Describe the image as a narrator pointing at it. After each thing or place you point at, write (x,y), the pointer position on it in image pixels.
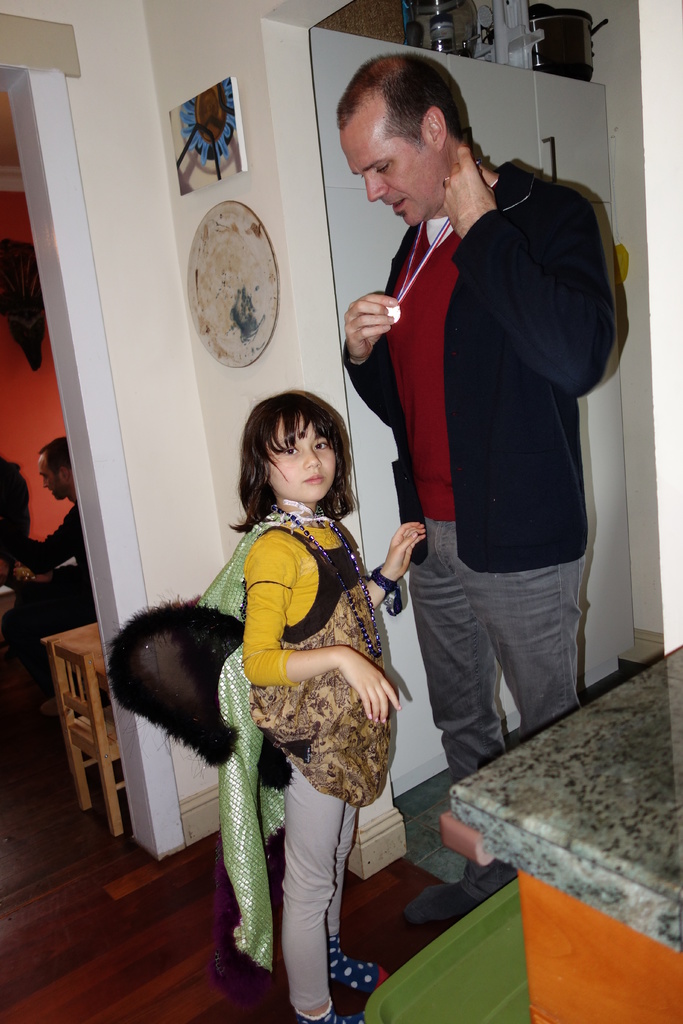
In the picture I can see a man (361,335) standing on the floor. He is wearing a jacket (520,246) and there is a silver medal (420,235) on his neck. I can see a girl (314,516) standing on the floor (180,912) on the left side (226,571). I can see the wooden cabinet (587,185). I can see a wooden table (94,624) on the floor (10,770). There is another man (79,532) on the left side (19,546). These are looking like paintings (203,285) on the wall (281,190).
